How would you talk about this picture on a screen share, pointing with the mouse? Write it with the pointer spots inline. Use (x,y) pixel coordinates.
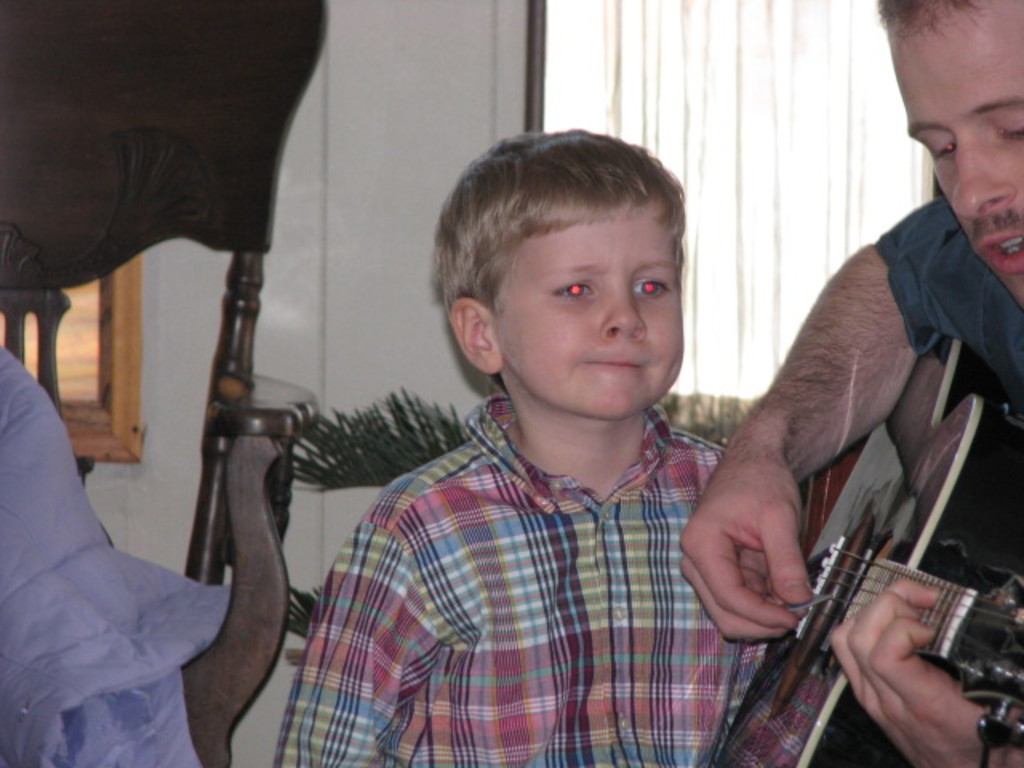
In this image I can see a person (822,424) holding a guitar (973,495) on the right side (831,337), in the middle (481,318) there is a boy (487,344), on the left side (253,512) there is chair (69,263) and cloth (14,412), there are the wall (514,84), curtain (624,65) visible in the background (670,77).
